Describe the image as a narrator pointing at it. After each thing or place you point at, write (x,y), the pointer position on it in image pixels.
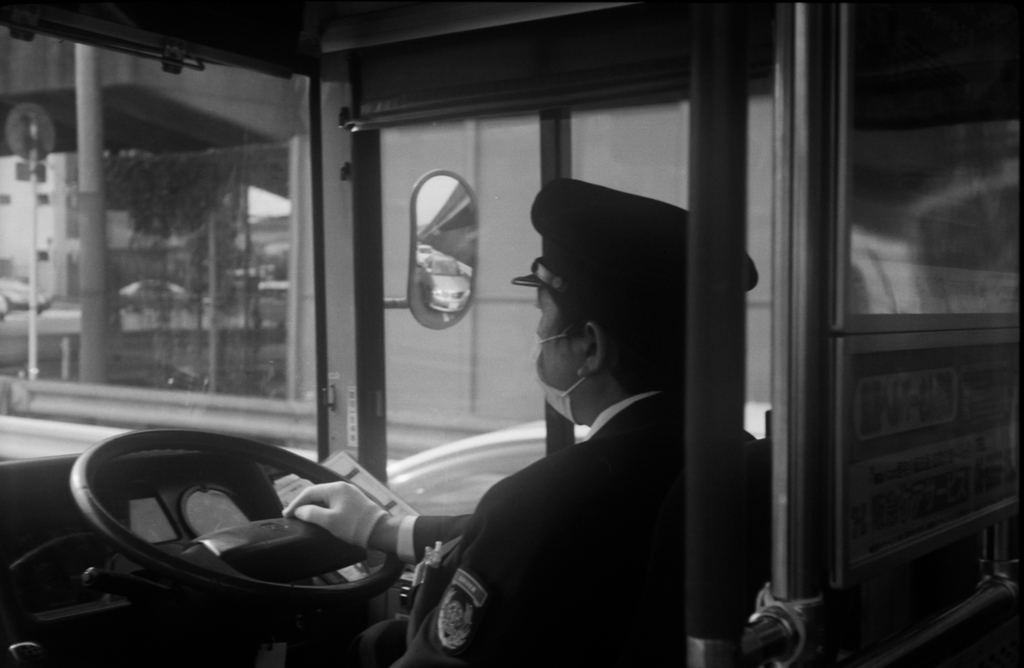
This is a black and white image. In this image we can see a person (668,433) sitting inside a vehicle (401,607). We can also see a steering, mirror (470,304) and some poles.
